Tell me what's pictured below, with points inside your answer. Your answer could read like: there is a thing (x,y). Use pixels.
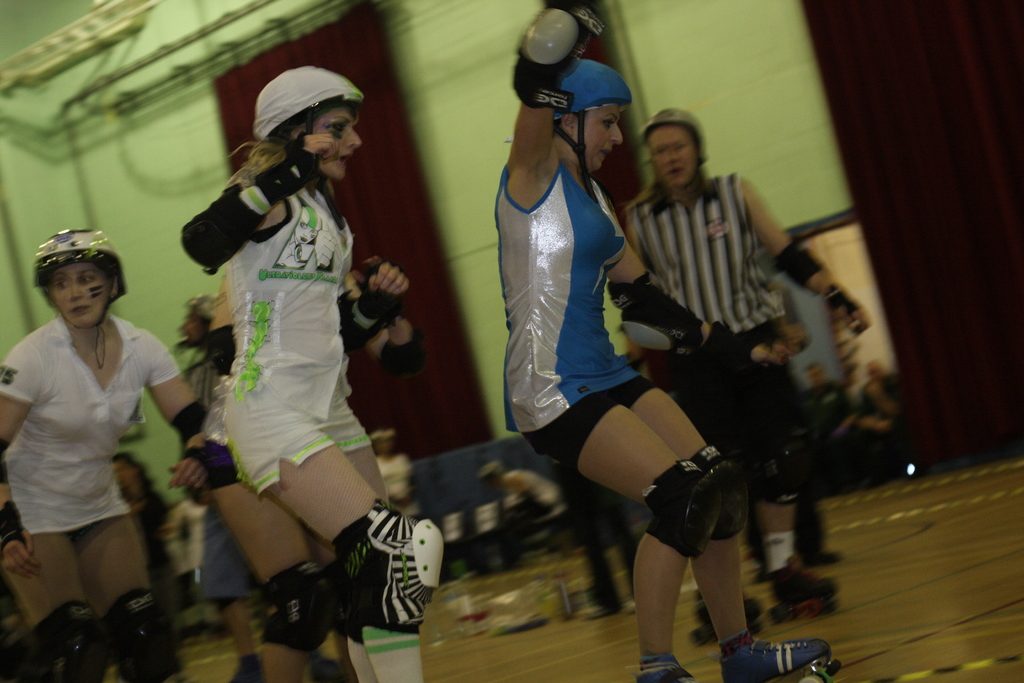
In this image we can see the women (316,248) wearing the helmets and also skating on the floor (898,544). In the background (837,419) we can see the people (837,433) sitting. We can also see the rods (55,50) and also the wall (790,40).
